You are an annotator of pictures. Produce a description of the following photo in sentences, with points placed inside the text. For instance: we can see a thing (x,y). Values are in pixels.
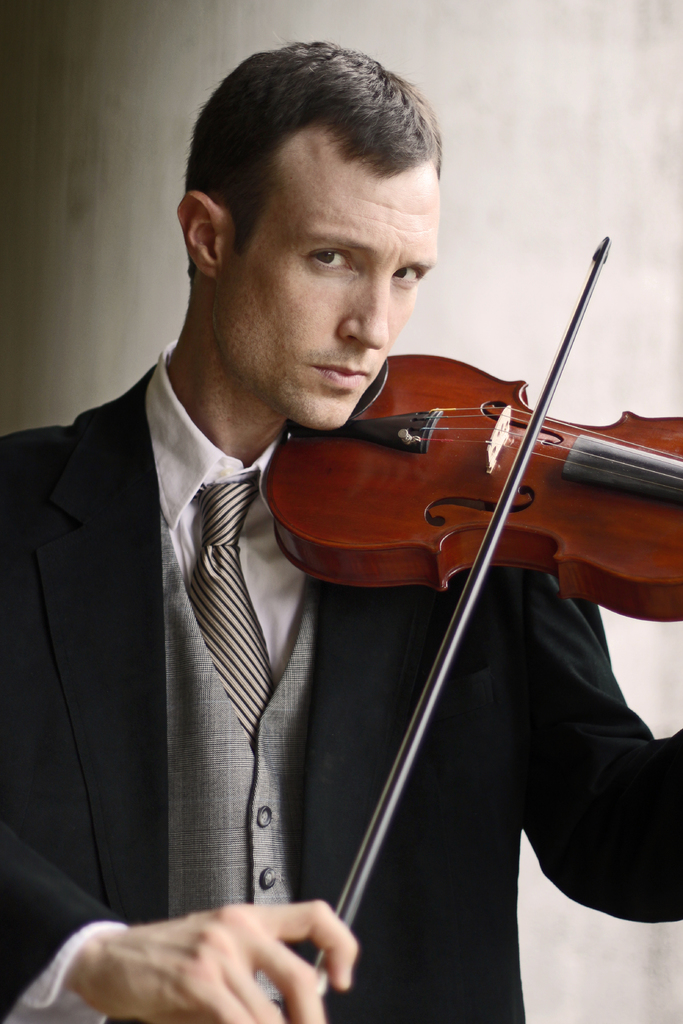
In this image a man (212,1023) is standing and holding a violin (673,487) in his hand (332,966) and playing the music.
